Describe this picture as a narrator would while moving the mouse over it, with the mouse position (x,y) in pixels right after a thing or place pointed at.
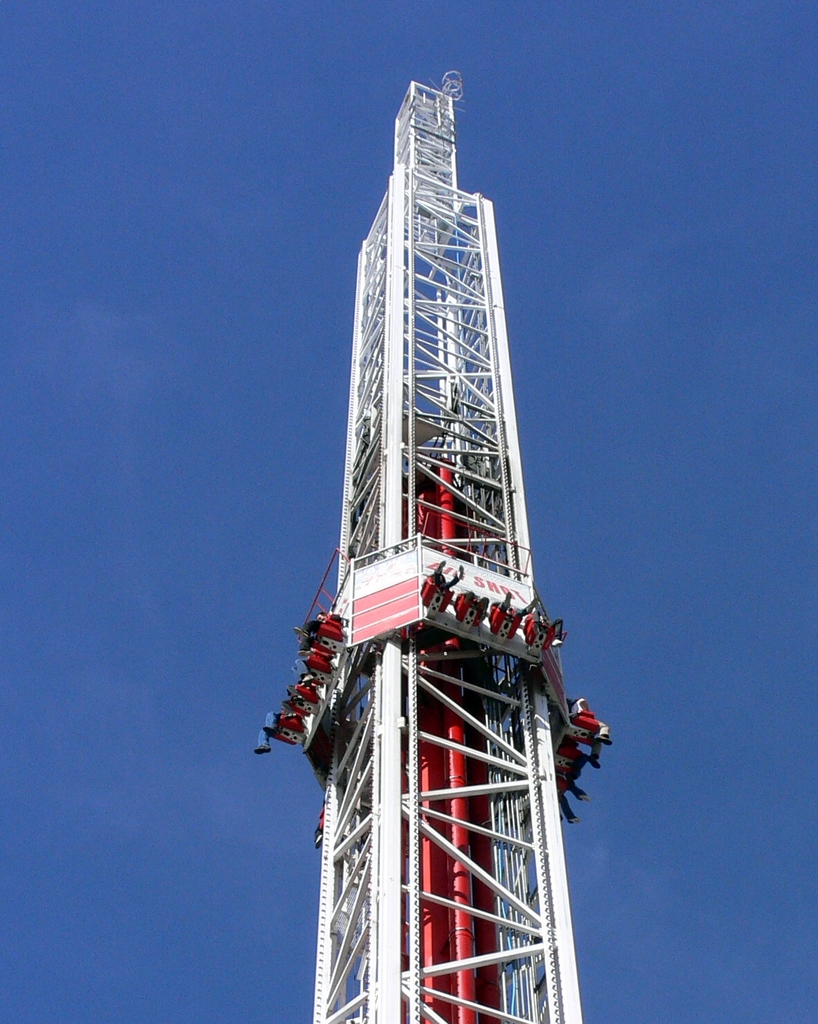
In this picture we can see a ride (550,740), in which we can see some people (604,723) and it looks like a tower (489,746).
